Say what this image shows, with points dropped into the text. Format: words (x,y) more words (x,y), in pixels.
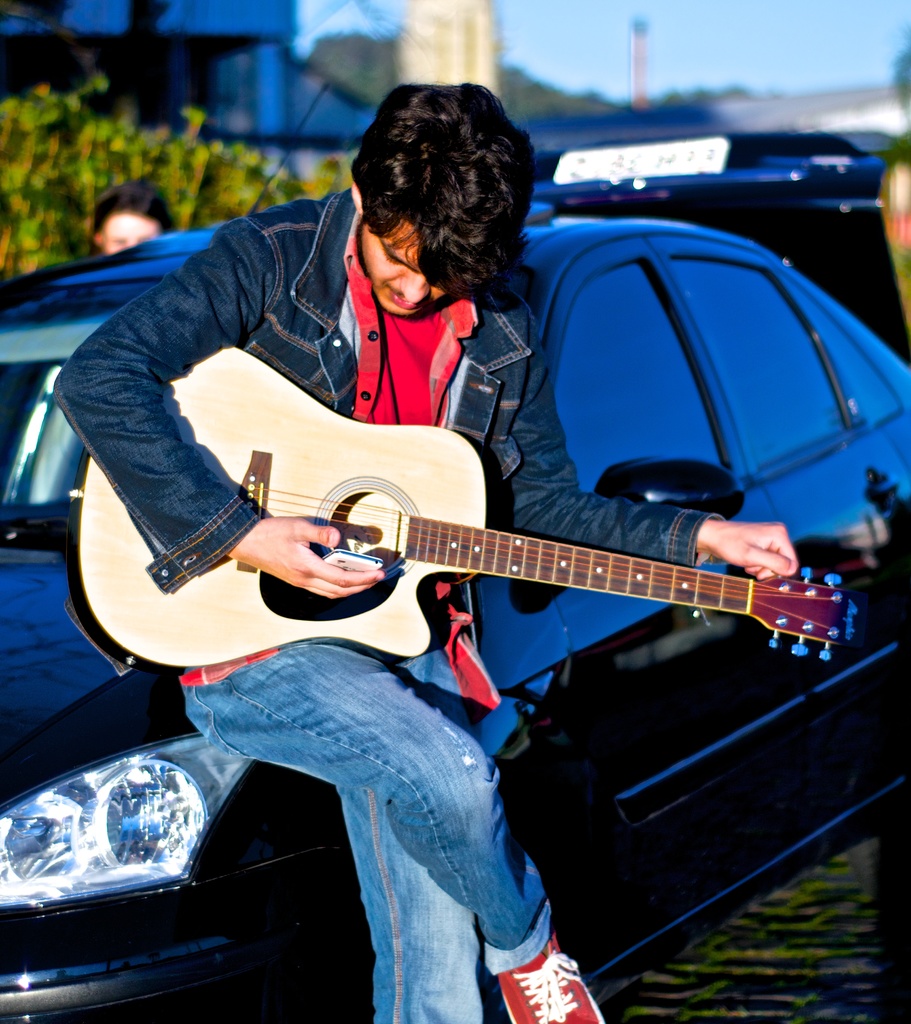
It is taken outside of the building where one person (529,507) is sitting on the car (668,355) and wearing jacket (543,450) and holding a guitar (408,628) and one phone (368,566) in the other hand (335,578) behind him there are trees (202,212) and building (783,119) and another vehicle (794,214).
